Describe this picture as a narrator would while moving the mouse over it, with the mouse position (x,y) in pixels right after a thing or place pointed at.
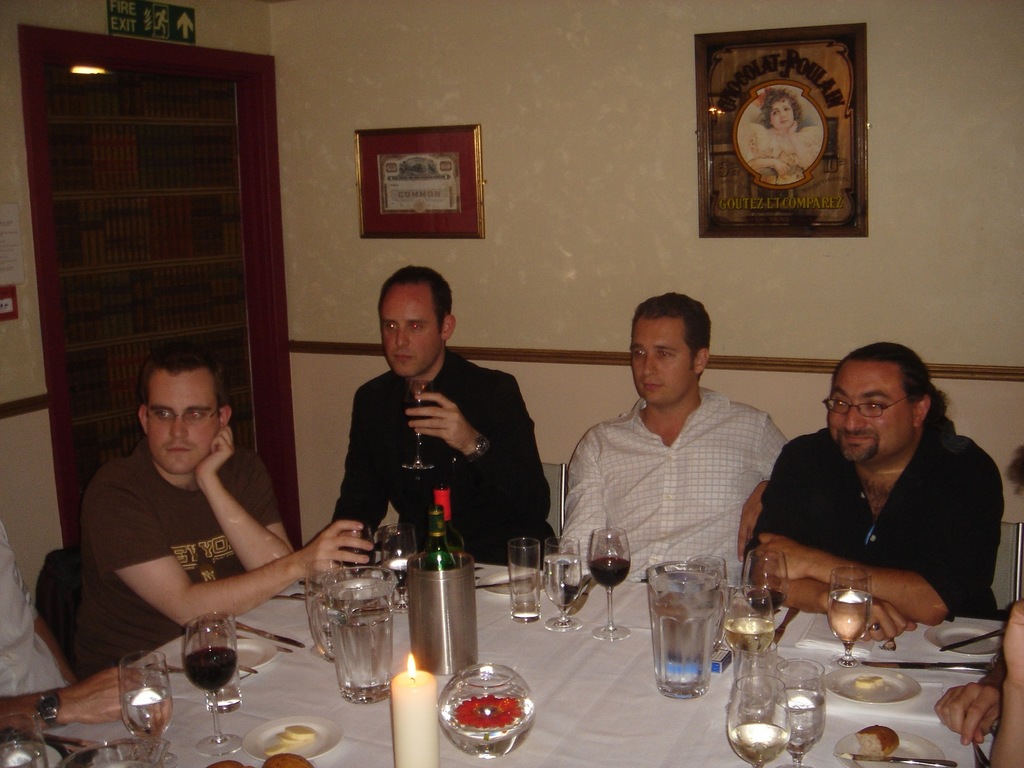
In this picture we can see some persons (659,504) are sitting on the chairs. This is table (601,721). On the table (310,677) there are glasses (336,651), bottle (432,532), and a candle (399,767). On the background (545,320) there is a wall (561,207) and these are the frames (828,91). And this is door (184,229).
